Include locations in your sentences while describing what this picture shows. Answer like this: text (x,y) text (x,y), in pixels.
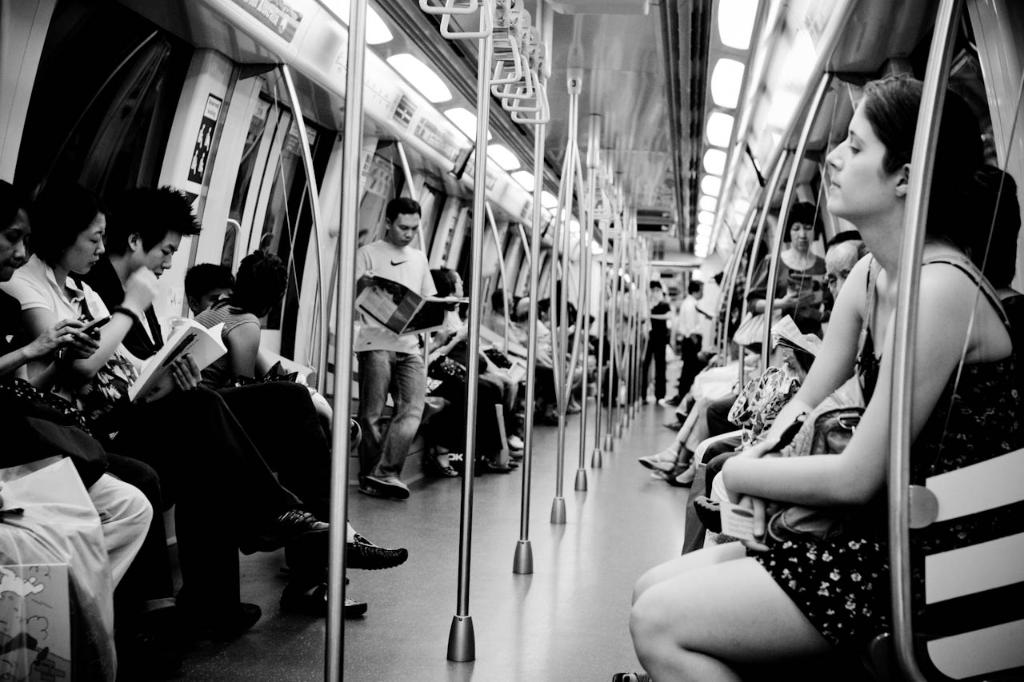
This is inside view picture of a train (633,487). Here most the persons (817,555) are sitting and few people (405,373) are standing and busy with their own works. These are the poles (554,333). These are the holders (524,102). This man (408,269) is standing and reading a newspaper (430,323). This man (203,386) is reading a book (198,354). On the left side of the picture (33,377) there is a woman (57,405) sitting and looking at the mobile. These are the lights (725,72). This is a door (272,197) of the train (264,183). This is a notice paper (207,144).
